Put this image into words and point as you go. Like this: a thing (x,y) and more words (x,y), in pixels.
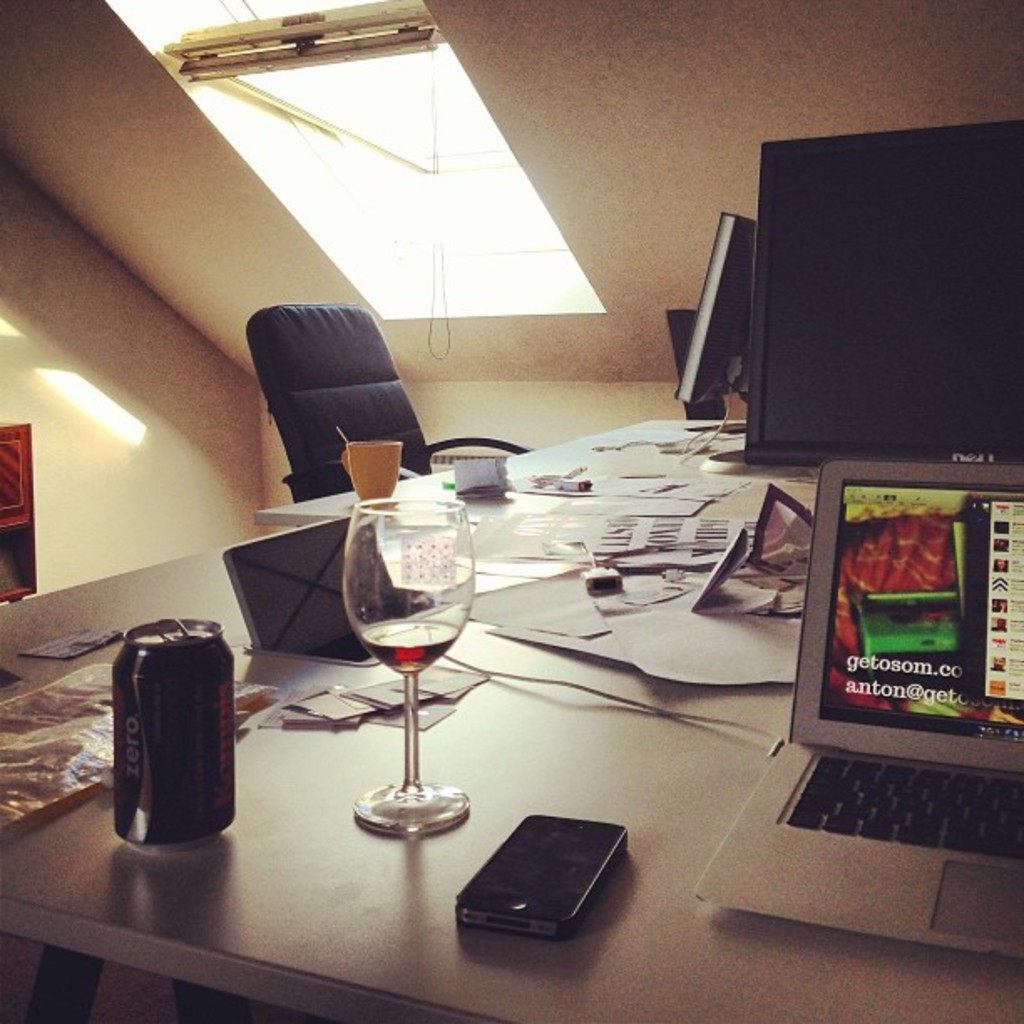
We can see papers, glass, cup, tin (207,722), laptop (977,622), monitors (821,366) on the table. In front of this table (419,494) we can see chair (329,430). On the top (323,209) we can see light (314,141), On the background (567,411) we can see wall (511,408).
